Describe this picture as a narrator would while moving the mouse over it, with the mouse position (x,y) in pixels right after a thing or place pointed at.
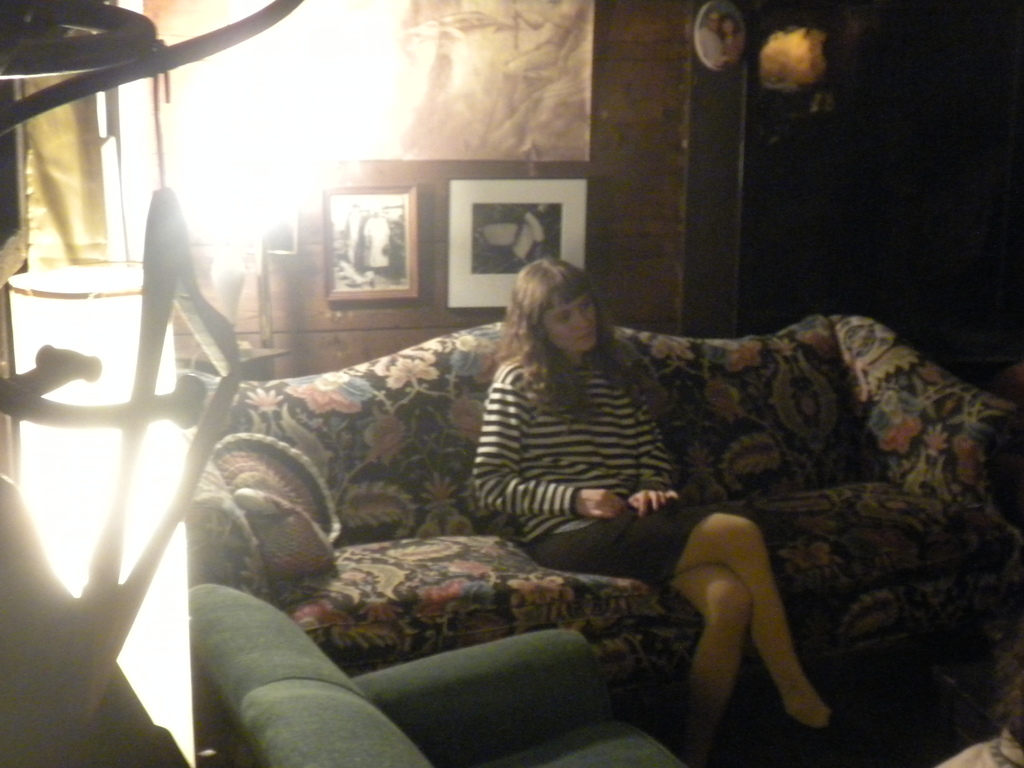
Inside a house (416,308) there is a sofa (388,646) and a woman (633,527) is sitting on the sofa (403,399), behind her there are photo frames (451,185) attached to the wall (350,354) and on the left side (98,394) there is a lamp (91,484) and around the lamp (72,305) there are some other objects (19,23).
